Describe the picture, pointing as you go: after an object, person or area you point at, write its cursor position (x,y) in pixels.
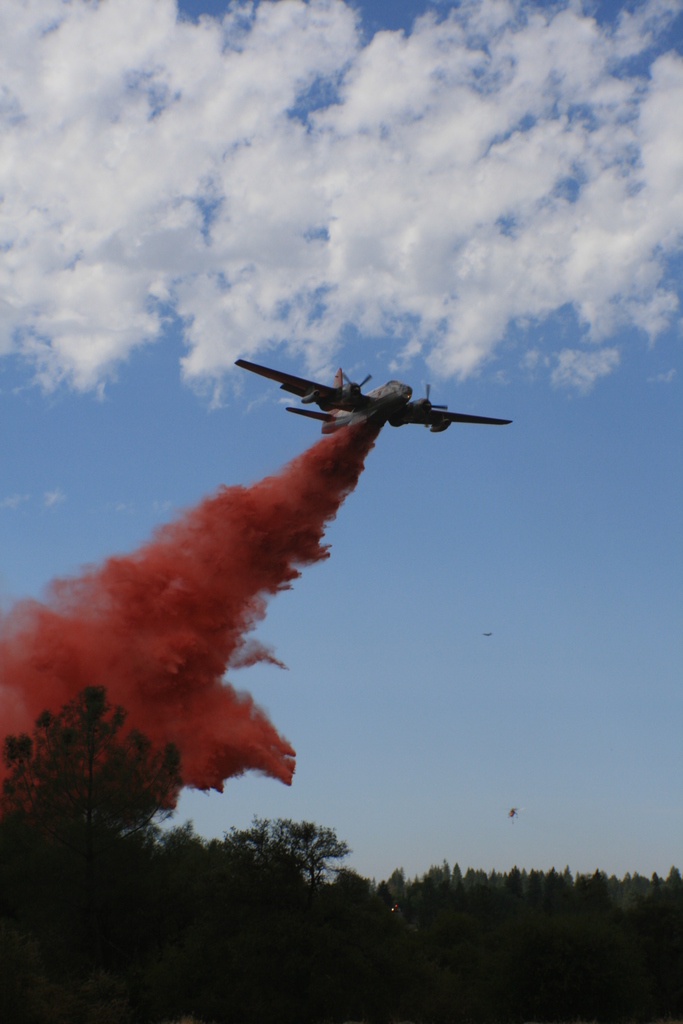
There are trees (642,951). An aeroplane (351,395) is flying in the sky (333,361) releasing red smoke (207,622).
